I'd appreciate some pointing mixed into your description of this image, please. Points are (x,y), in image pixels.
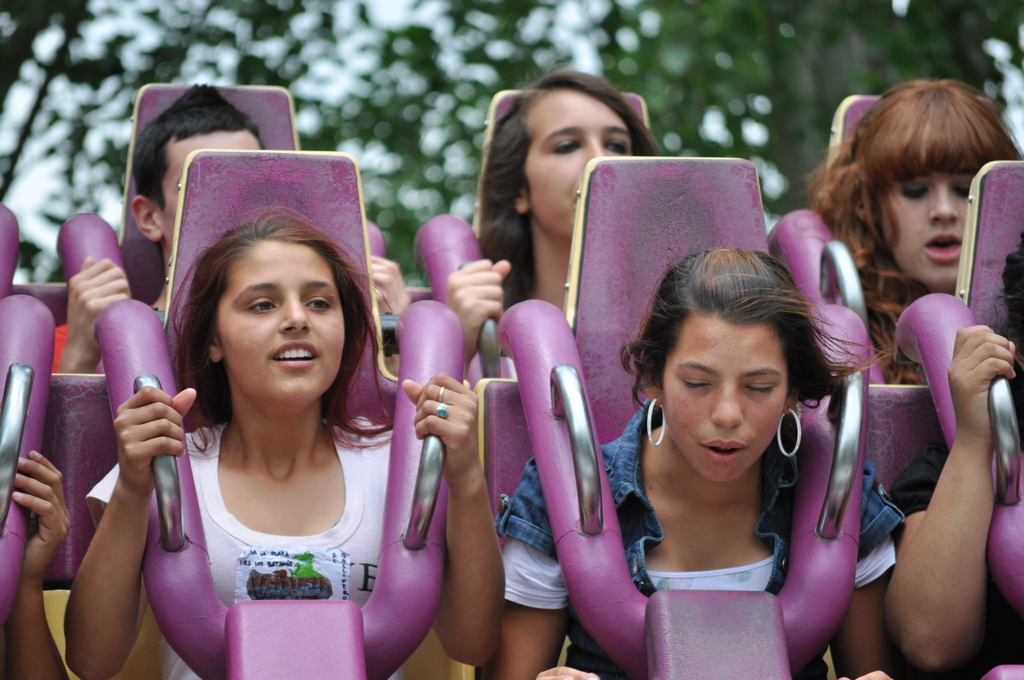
In the foreground of the picture (801,228) we can see people (333,540) sitting in chairs (0,514), this might be an equipment (442,482) which can be seen in exhibitions. In the background (543,51) there is greenery (339,105).
